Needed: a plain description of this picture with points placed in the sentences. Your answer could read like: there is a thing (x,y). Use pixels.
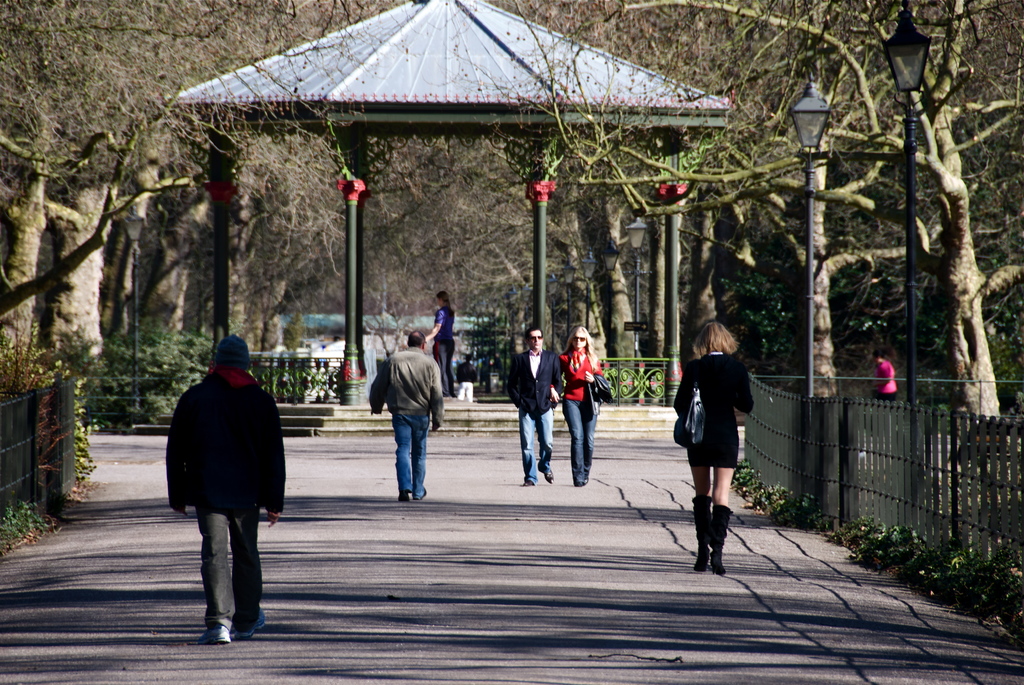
in this image we can see some people (723,443) walking on the road (734,647) and there are some trees (343,292) and plants (1014,575). We can see a fence (987,489) and in the background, there is a shed (533,152) and there are some street lights (909,116).
